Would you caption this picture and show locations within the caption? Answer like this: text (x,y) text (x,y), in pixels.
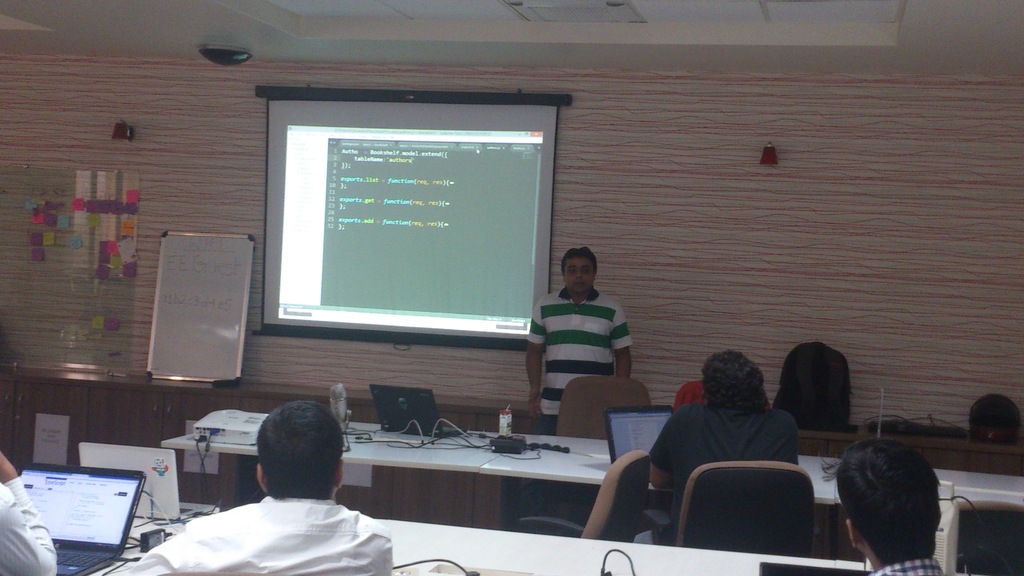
These persons (707,445) are sitting on chairs (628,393) and this man (544,408) standing. We can see laptops (131,464), cables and some objects (201,429) on tables (544,542) and we can see chairs (690,493). Background (222,285) we can see wall (825,282), screen (361,291) and board (228,270).
